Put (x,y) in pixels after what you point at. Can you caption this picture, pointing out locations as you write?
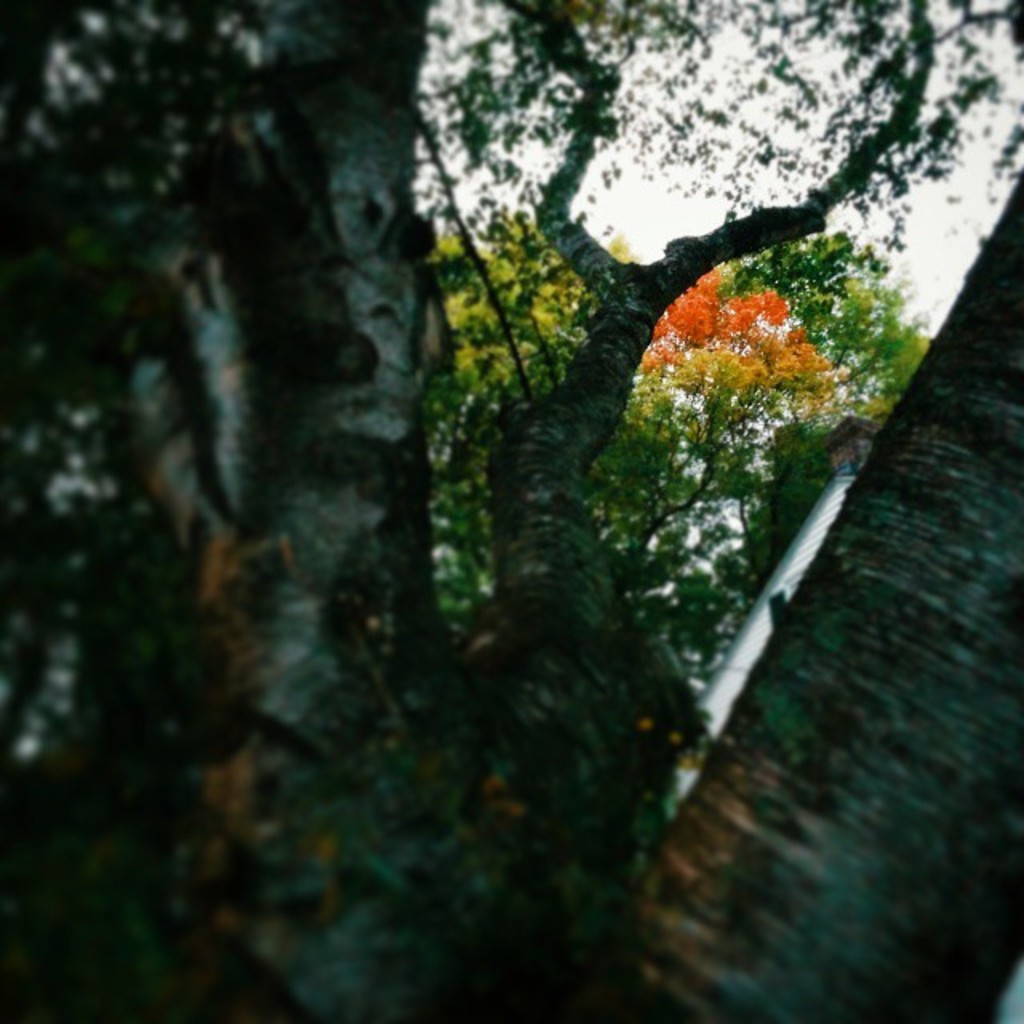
This picture shows couple of trees (735,389) and we see a cloudy sky (763,60).
